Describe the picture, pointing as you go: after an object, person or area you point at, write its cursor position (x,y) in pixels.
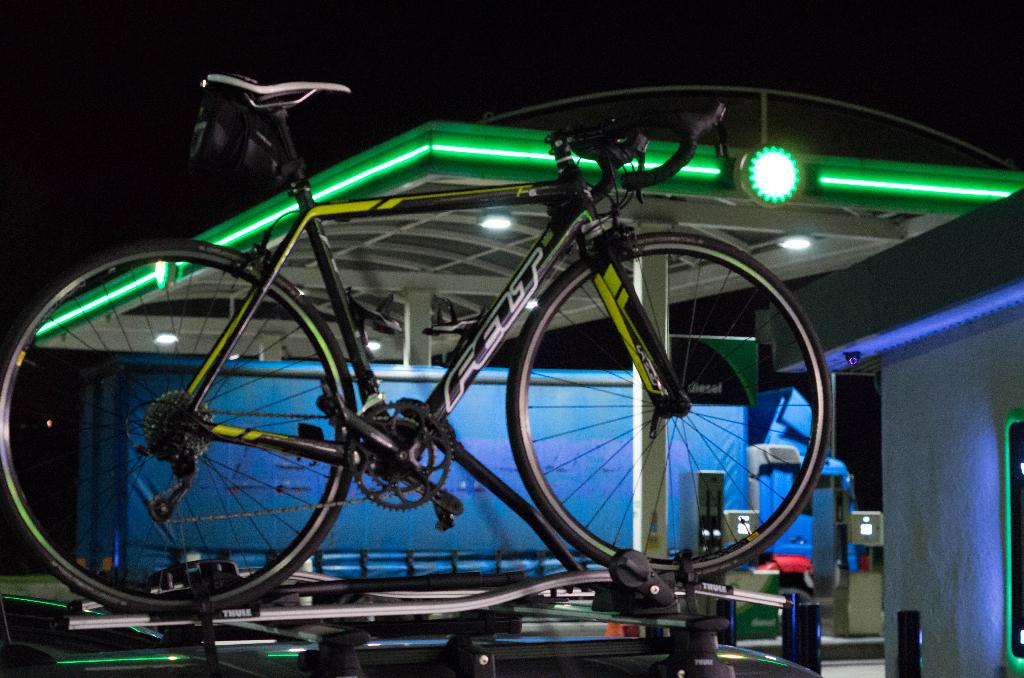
On the left side (331,378), there is a bicycle (302,449) on an object (552,583). In the background (778,260), there is a roof decoration (127,276) with lighting (764,163), there are lights (489,222) attached to the roof (859,235), there is a blue color vehicle (571,442) and there is a building (947,609). And the background (895,71) is dark in color.
